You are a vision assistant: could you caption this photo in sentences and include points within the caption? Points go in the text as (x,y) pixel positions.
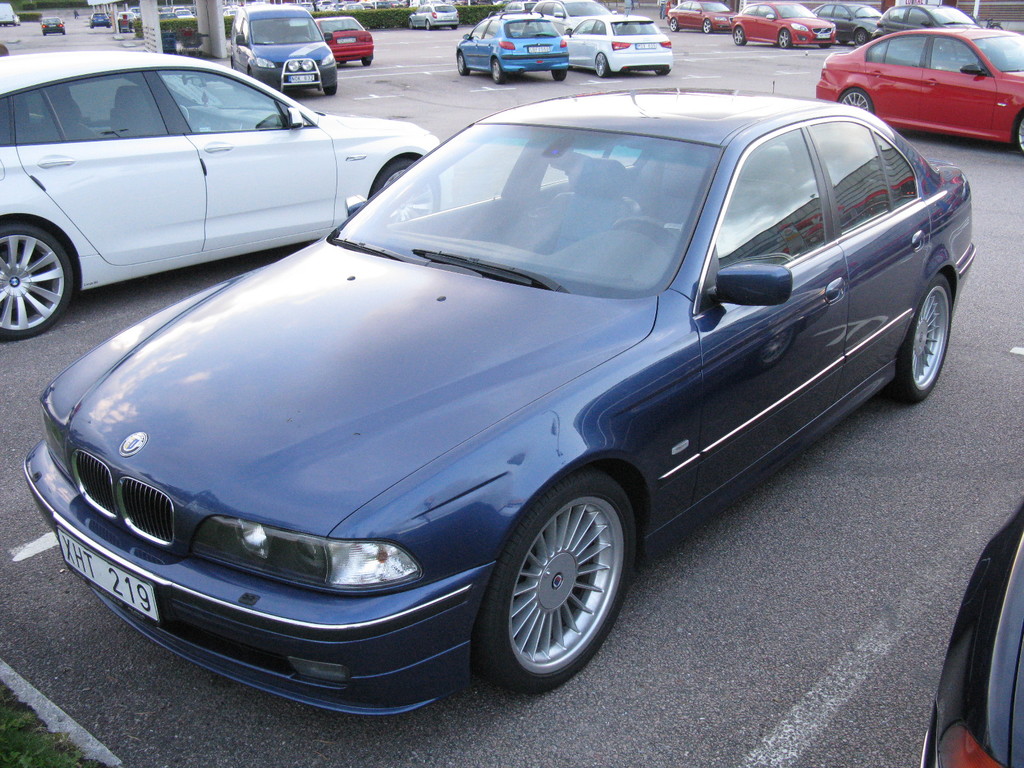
In this picture I can see group of cars (429,367) on the road (679,31). I can also see white color lines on the road (399,35). In the background (363,12) I can see plants (405,23) and other objects (194,36). The car (472,210) in the front (500,418) is dark blue in color.
